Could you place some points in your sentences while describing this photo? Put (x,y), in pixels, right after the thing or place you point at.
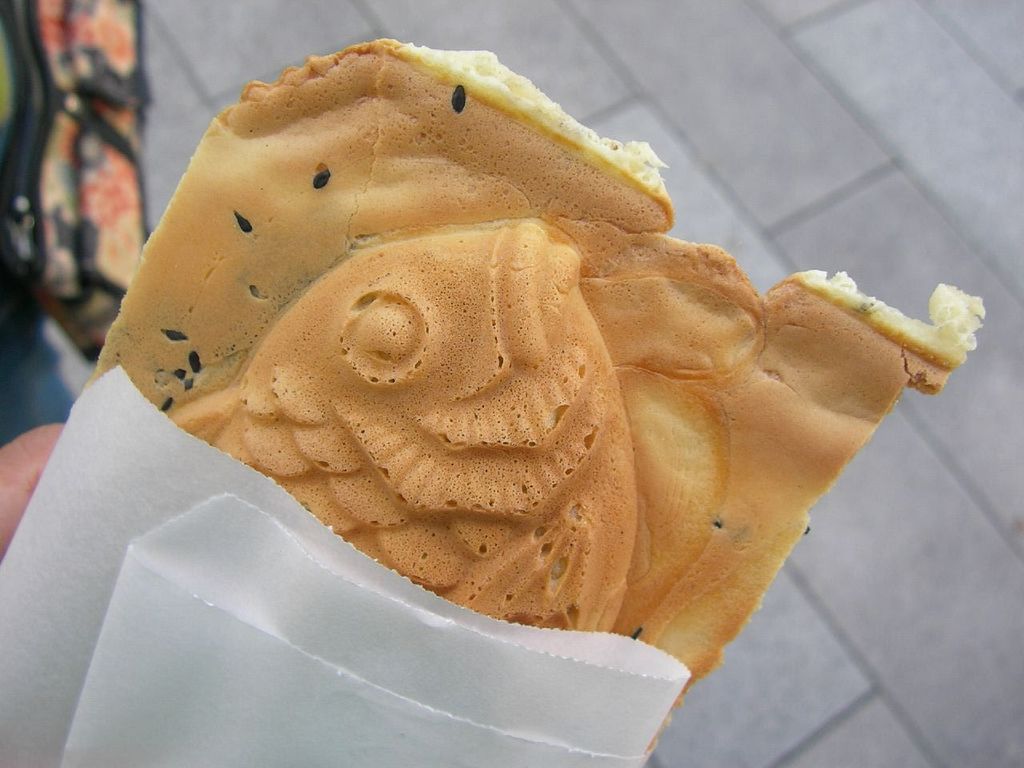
In the foreground of this picture (488,470), we can see the bread (501,495) and a paper (118,520) holding by a person (46,453). In the background (97,130), there is a bag (86,100) and the floor (719,48).
